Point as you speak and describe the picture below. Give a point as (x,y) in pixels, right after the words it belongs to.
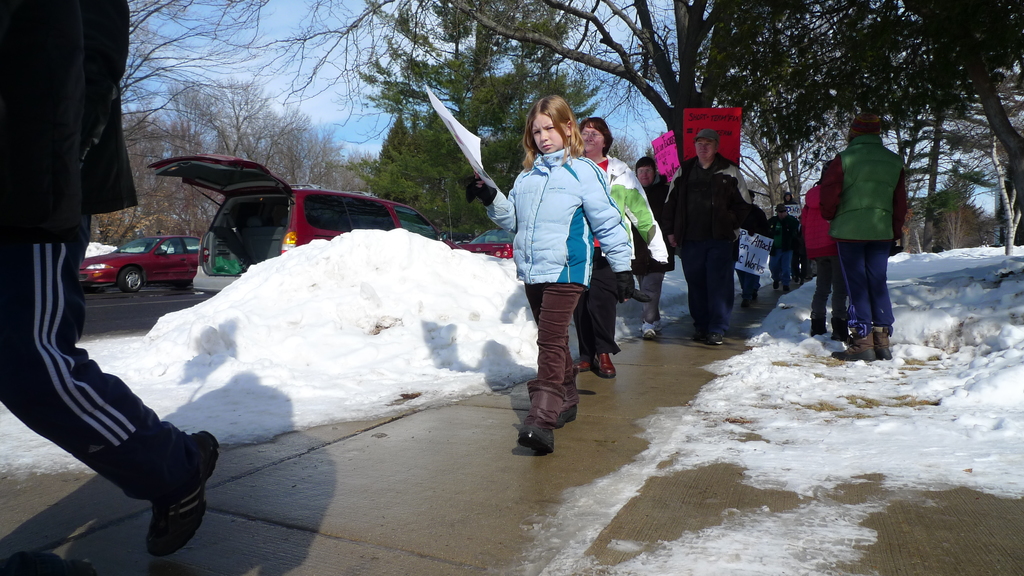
In this image there is a footpath (771,303), on that footpath (759,313) people (721,271) are walking with posters (666,139), on either side of the footpath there is snow (619,319), in the background (136,318) there is a road (151,310), on that road (179,298) there are cars (480,241) and trees (474,112) and there is a sky (378,40).
